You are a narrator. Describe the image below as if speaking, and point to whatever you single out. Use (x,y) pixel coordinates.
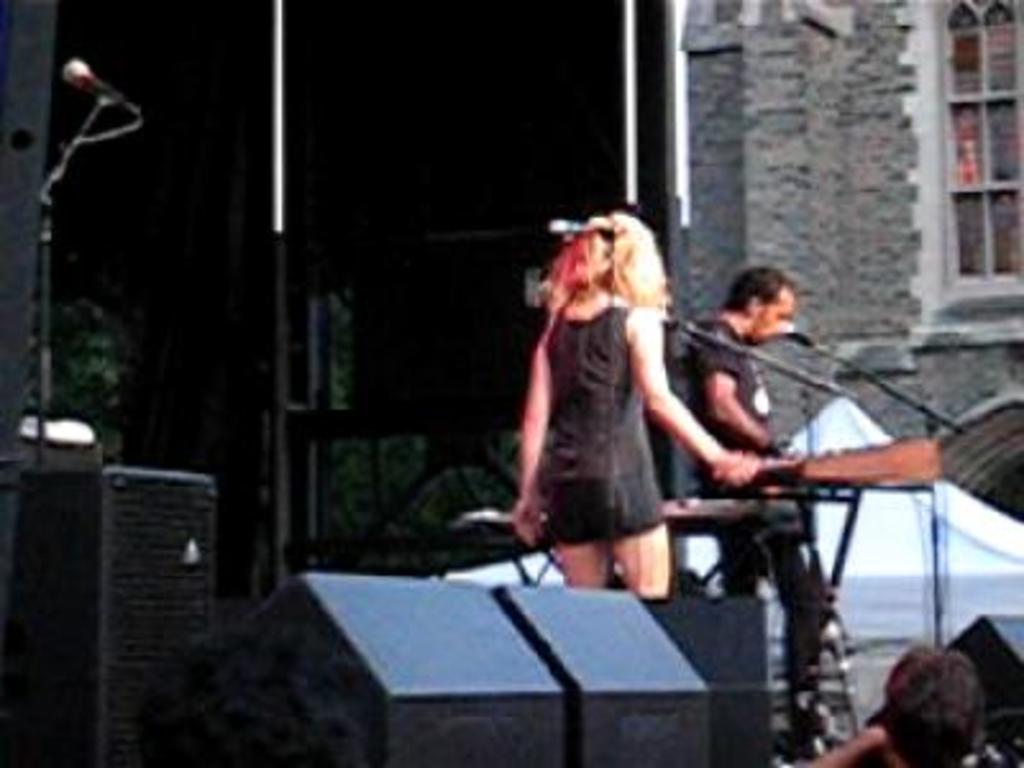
In this image we can see two people (581,553) standing. There are mics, musical instruments (686,513), speakers (70,584). In the background of the image (764,185) there is wall (850,162). There is a window (973,38). At the bottom of the image (883,711) there is person's head (897,706).
